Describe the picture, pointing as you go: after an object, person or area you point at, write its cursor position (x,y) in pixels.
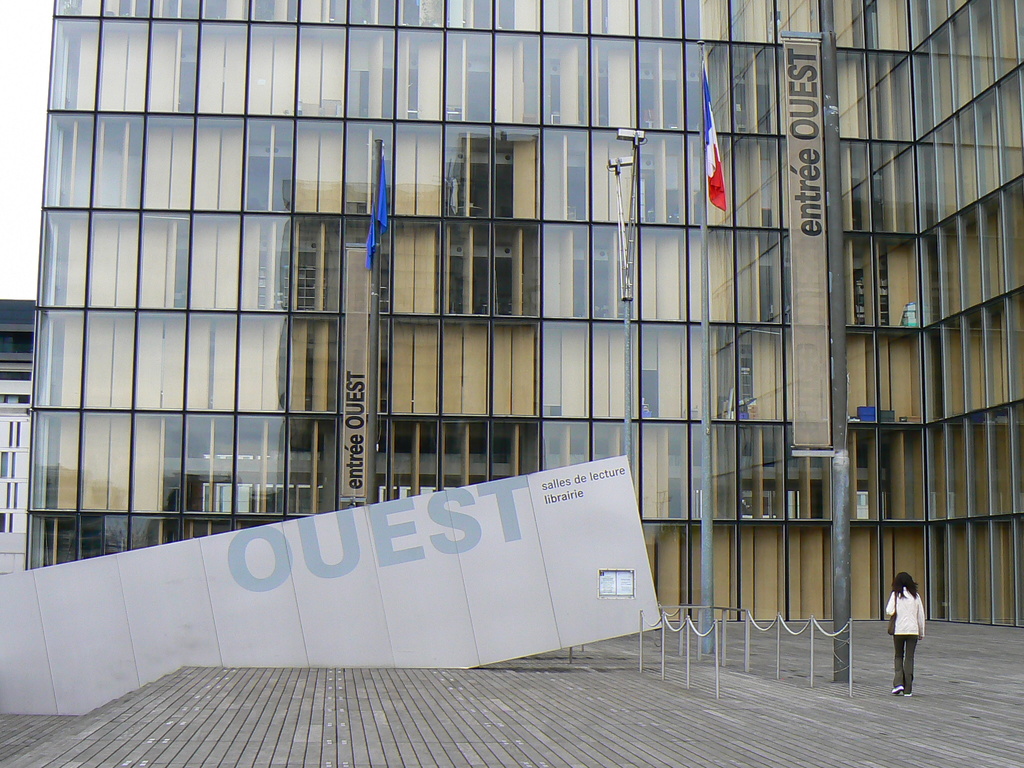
This picture is clicked outside. On the right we can see a person (908,687) walking on the ground (845,685) and we can see the poles (840,639), metal rods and a white color object (501,562) seems to be the banner (531,522) on which we can see the text (331,572) and we can see the buildings (288,265), flags (716,167), text (801,136) on the boards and some other objects (628,136).
